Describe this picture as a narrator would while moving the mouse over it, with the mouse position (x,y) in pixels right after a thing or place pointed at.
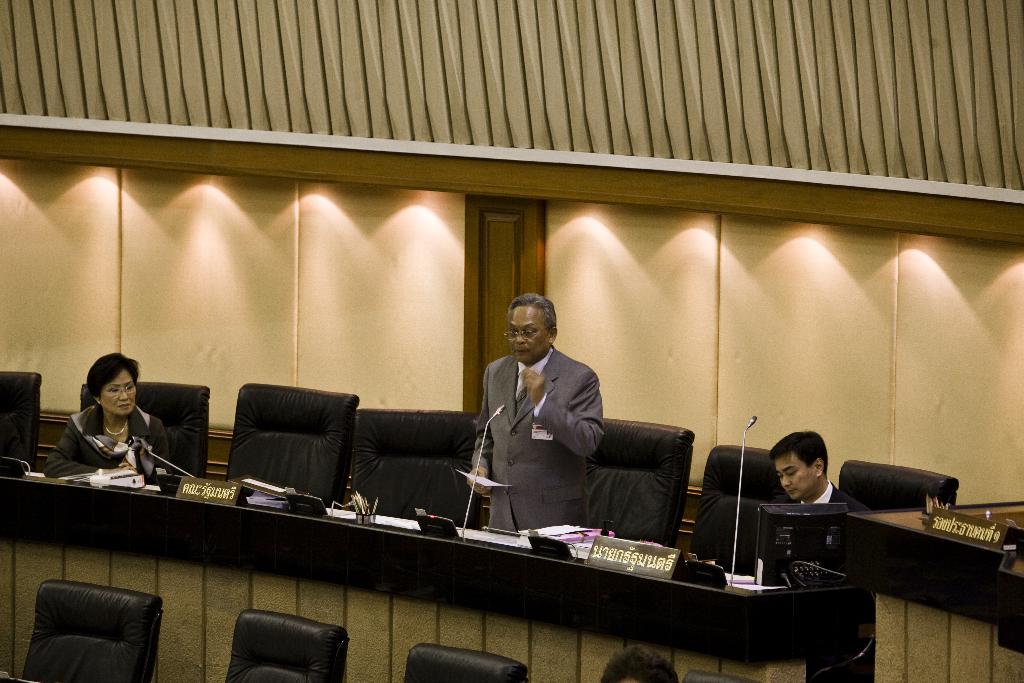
In this picture we can see two persons (823,496) are sitting on the chairs (712,461). This is table (409,565). On the table (680,618) there are some papers (740,581). Here we can see a man (549,326) who is standing on the floor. He has spectacles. On the background (780,267) there is a wall (882,332) and these are the lights (424,211).
